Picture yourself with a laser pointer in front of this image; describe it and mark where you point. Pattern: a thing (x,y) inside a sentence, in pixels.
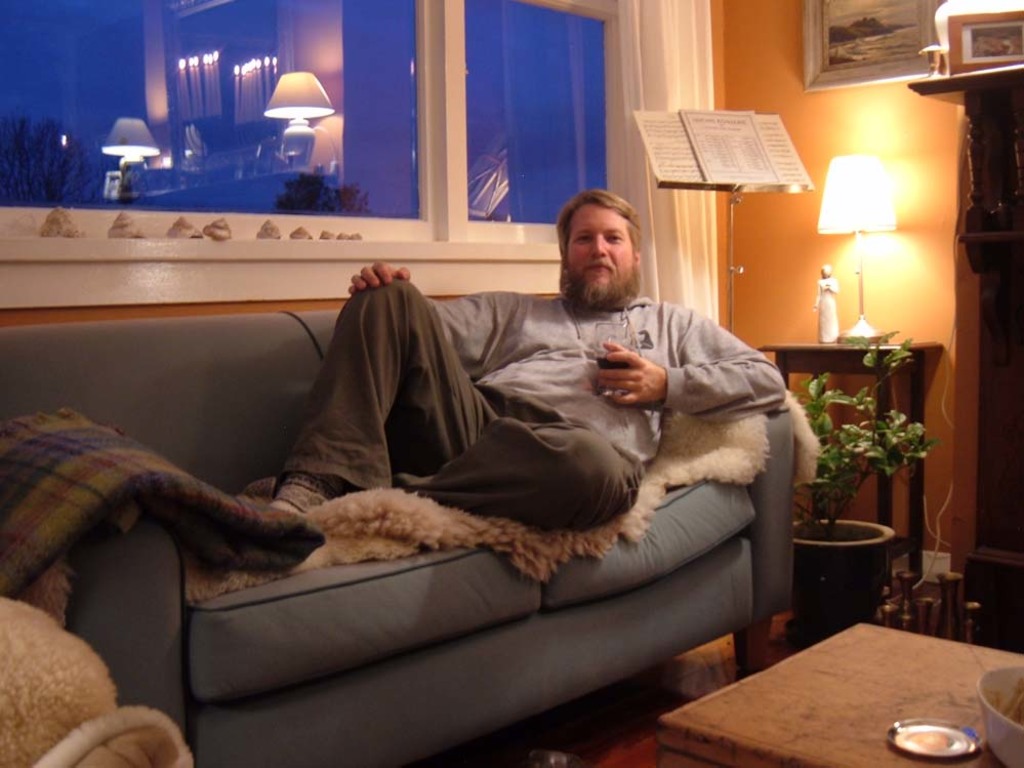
In this image the man (571,432) is sitting on the couch (584,570). On the table (851,721) there is a bowl (1021,725) and a plate (926,734). There is a flower pot (818,544) and a lamp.
